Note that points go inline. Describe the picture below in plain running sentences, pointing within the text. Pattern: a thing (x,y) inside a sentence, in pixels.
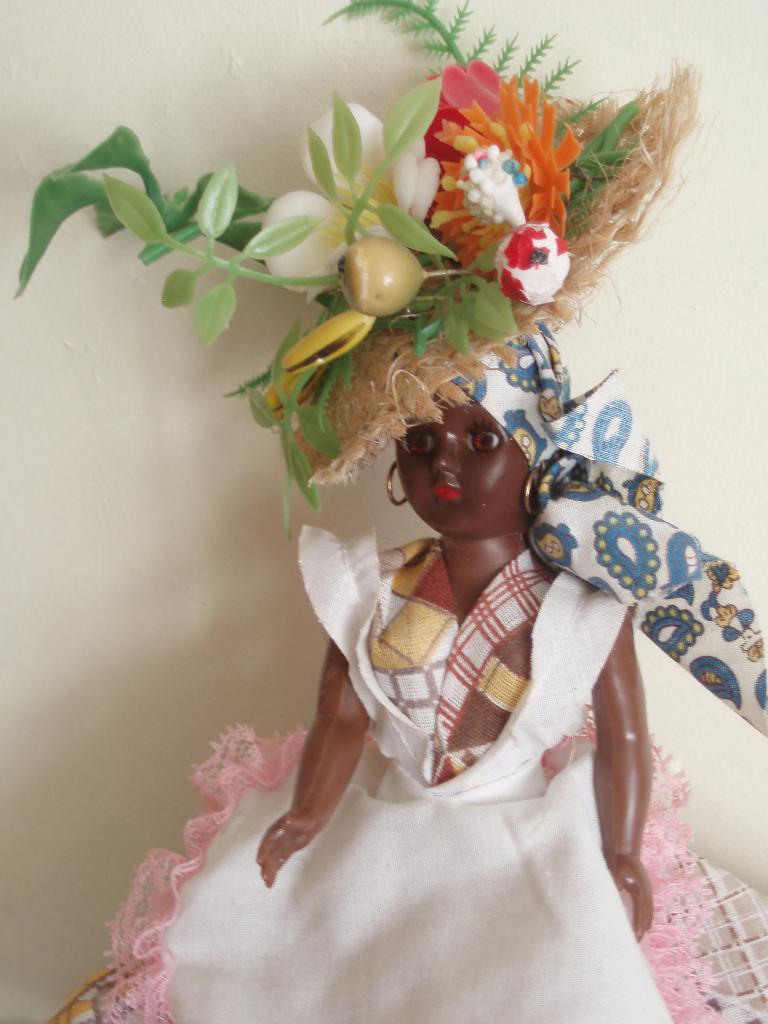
In this picture we can see a brown colored doll (420,453) wearing a white dress (377,693) and a big hat (667,161) with flowers (288,198) and leaves (294,234) decorated on it.
